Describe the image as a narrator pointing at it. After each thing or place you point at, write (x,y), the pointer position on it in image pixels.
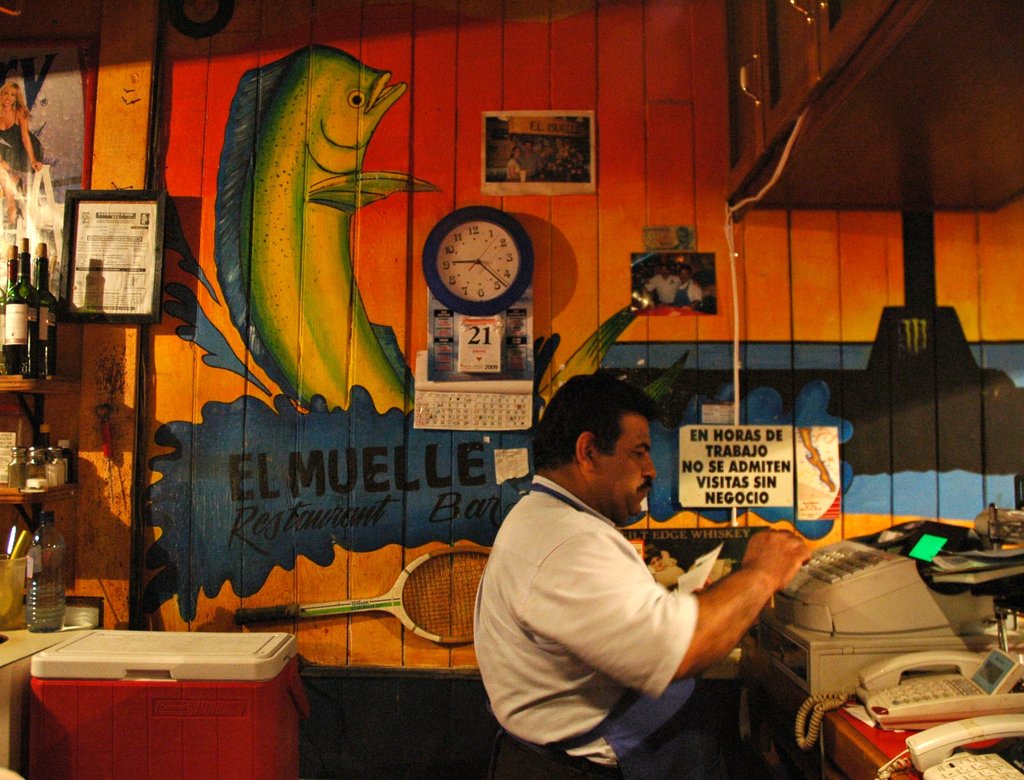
In the image we can see a man (555,648) wearing clothes (600,661). Here we can see a cash register (856,598), telephones (949,668), container box (209,689) and some bottles (41,335) kept on the shelves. Here we can see the wall (243,294) and poster (560,164) and the clock (461,257) stick to the wall (425,221). Here we can see the racket (389,596).
